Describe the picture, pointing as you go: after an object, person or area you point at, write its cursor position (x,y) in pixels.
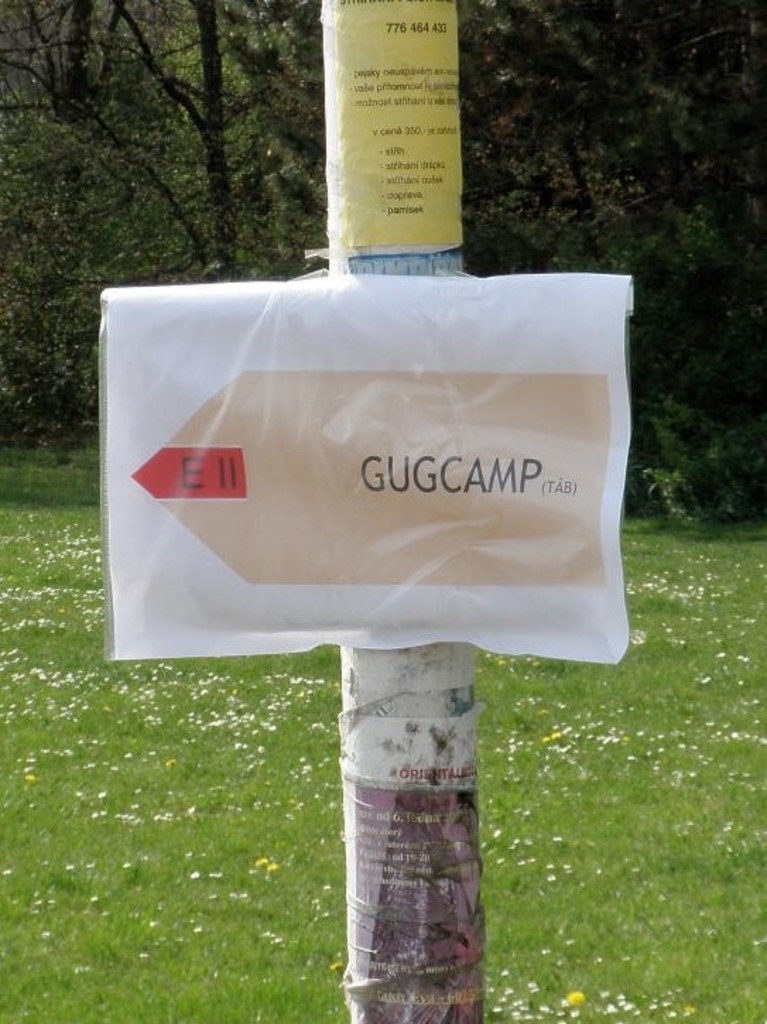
In this picture I can see the poster (308,513) which is placed on the pole (391,982). In the back (527,126) I can see the trees (537,117), plants (666,483) and grass (622,673).
